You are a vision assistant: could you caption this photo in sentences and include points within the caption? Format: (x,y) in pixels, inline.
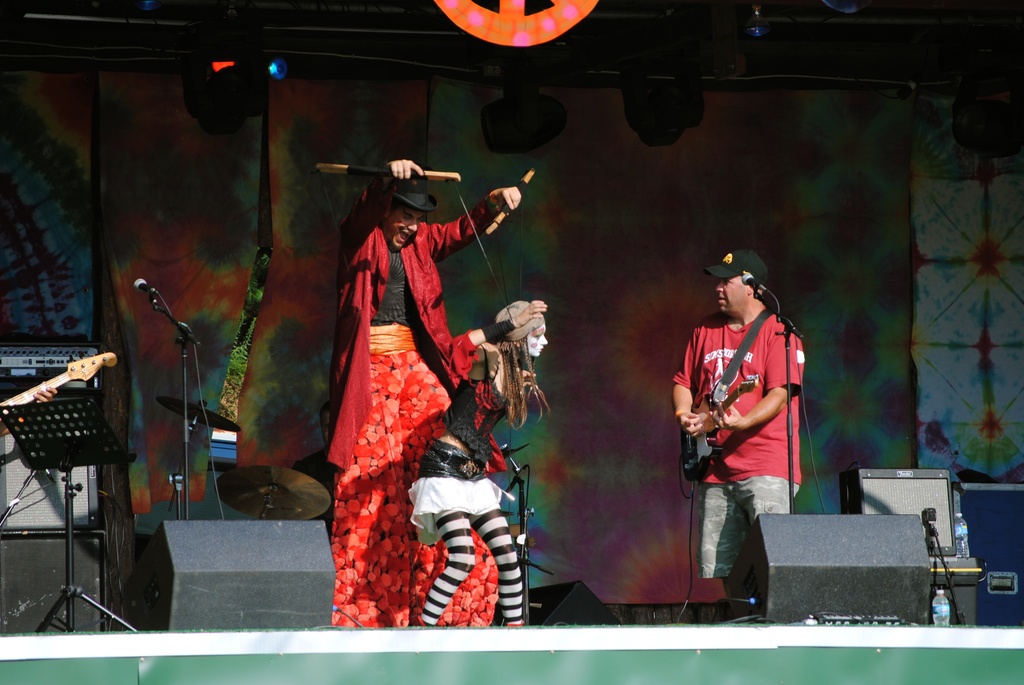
There is a person (337,331) wearing hat (414,207) is performing puppetry. In the back (744,417) another person (744,417) is playing guitar (706,439) and wearing a cap (716,273). There are mics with mic stands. Also there is a book stand (82,430). In the back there are cymbals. Also there are curtains (246,226). Also there are speakers (88,473) on the stage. At the top (215,113) there are lights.
